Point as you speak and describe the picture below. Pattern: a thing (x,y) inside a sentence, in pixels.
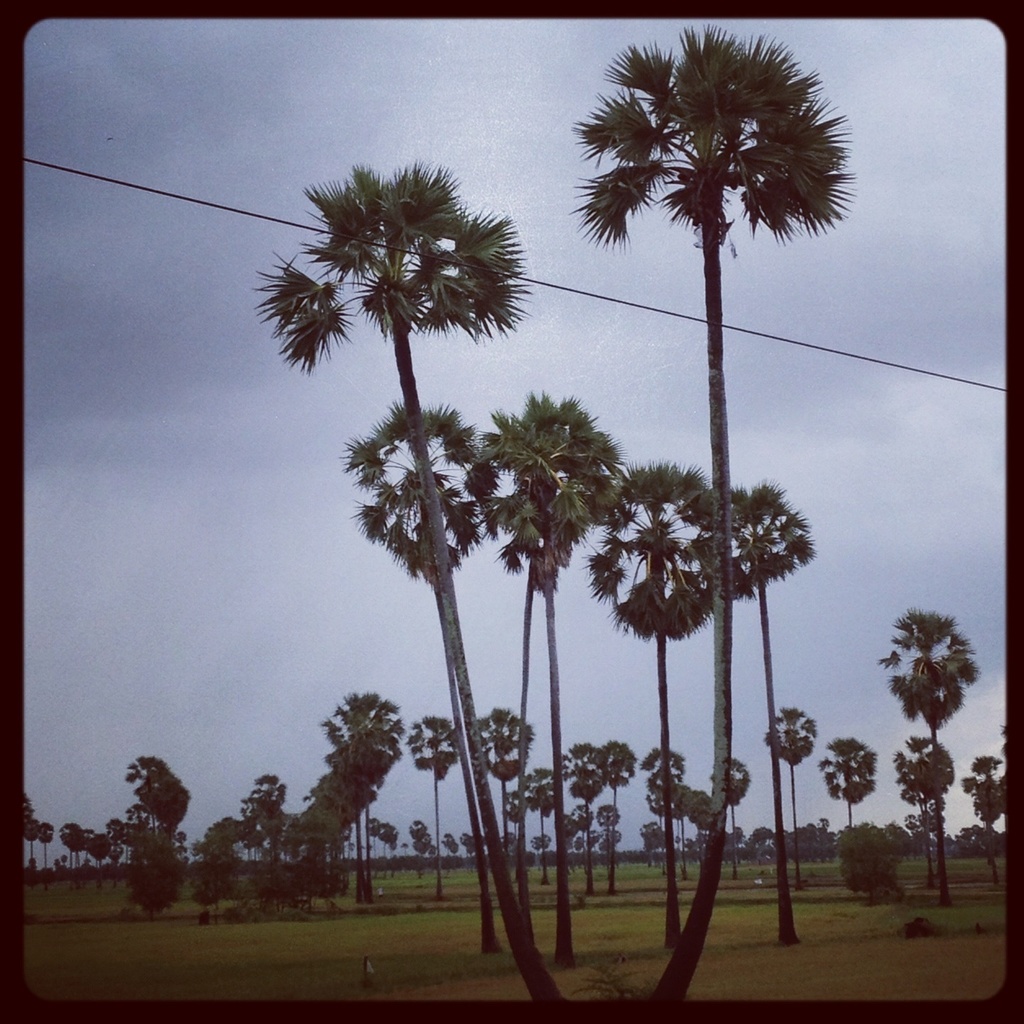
In this image we can see trees (379,767). At the bottom of the image (409,945) there is grass (363,928). In the background of the image (316,475) there is sky (780,365) and clouds (254,325).
